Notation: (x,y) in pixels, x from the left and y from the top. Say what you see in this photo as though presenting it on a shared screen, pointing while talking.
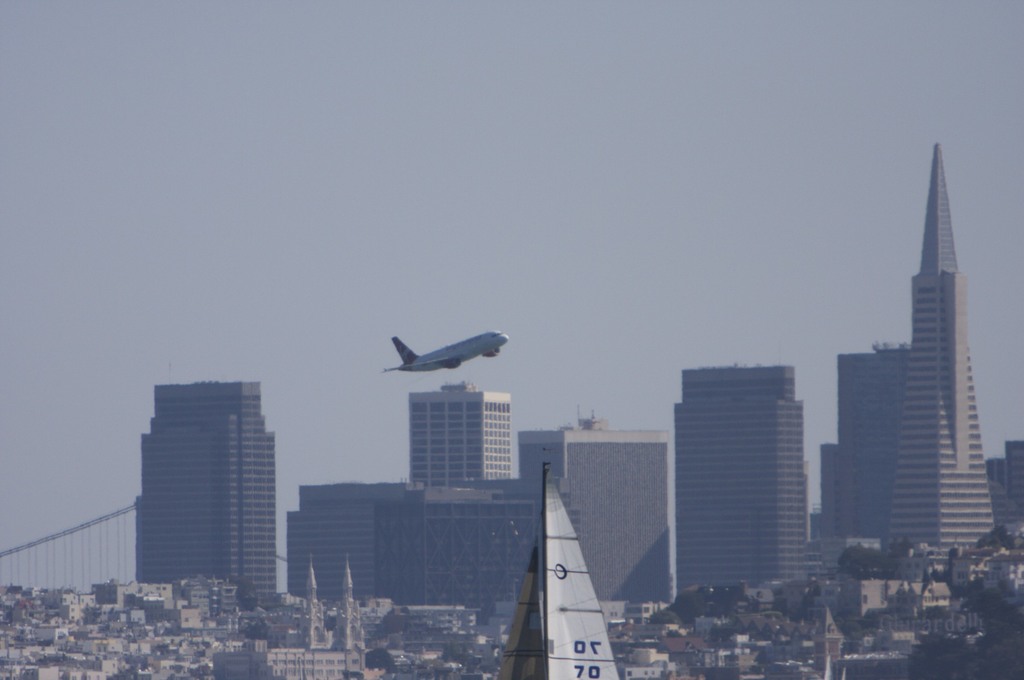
In this image there is an airplane (467,343) flying in the air (544,310). In the background (484,544) there are so many tall buildings (689,483). At the top (475,144) there is the sky (412,155). At the bottom (373,617) there are so many houses (443,642) and buildings (768,621) and there are trees (941,629) in between them.
